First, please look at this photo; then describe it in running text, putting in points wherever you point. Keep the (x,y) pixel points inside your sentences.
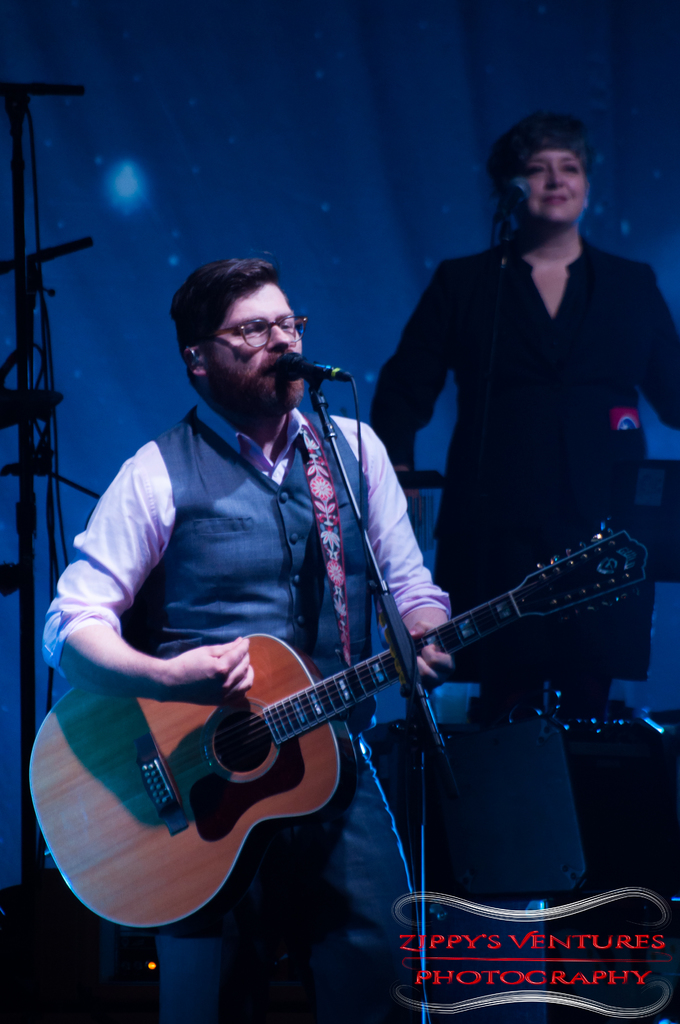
In this picture we can see man (272,549) wore jacket (237,572) holding guitar (595,579) in his hand (232,667) and playing it and singing on mic (315,371) and at back of him we can see woman (558,166) standing and smiling and in background (505,242) we can see rods (29,360).
